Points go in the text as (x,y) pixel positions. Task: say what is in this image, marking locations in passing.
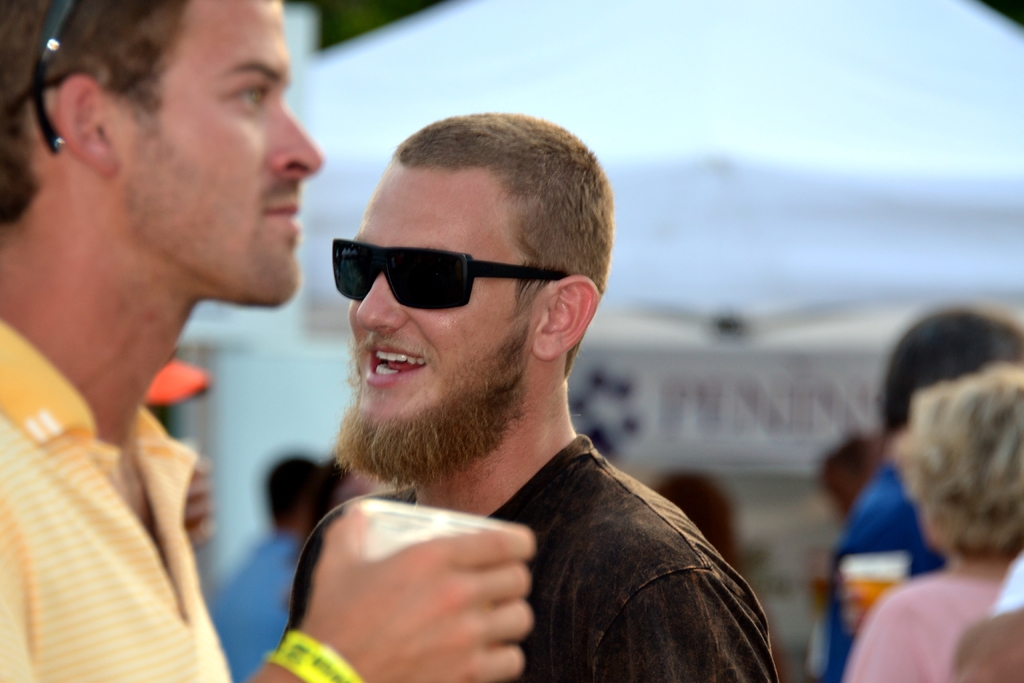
In this image I can see a person (75,598) wearing yellow colored t shirt (80,607) is standing and holding a cup (436,522) in his hands (447,547). I can see another person (611,582) wearing black colored t shirt (616,562) and goggles (423,268) is standing. In the background (900,605) I can see few other persons (866,519) standing, few blurry objects (904,559) and the tent (784,301).
